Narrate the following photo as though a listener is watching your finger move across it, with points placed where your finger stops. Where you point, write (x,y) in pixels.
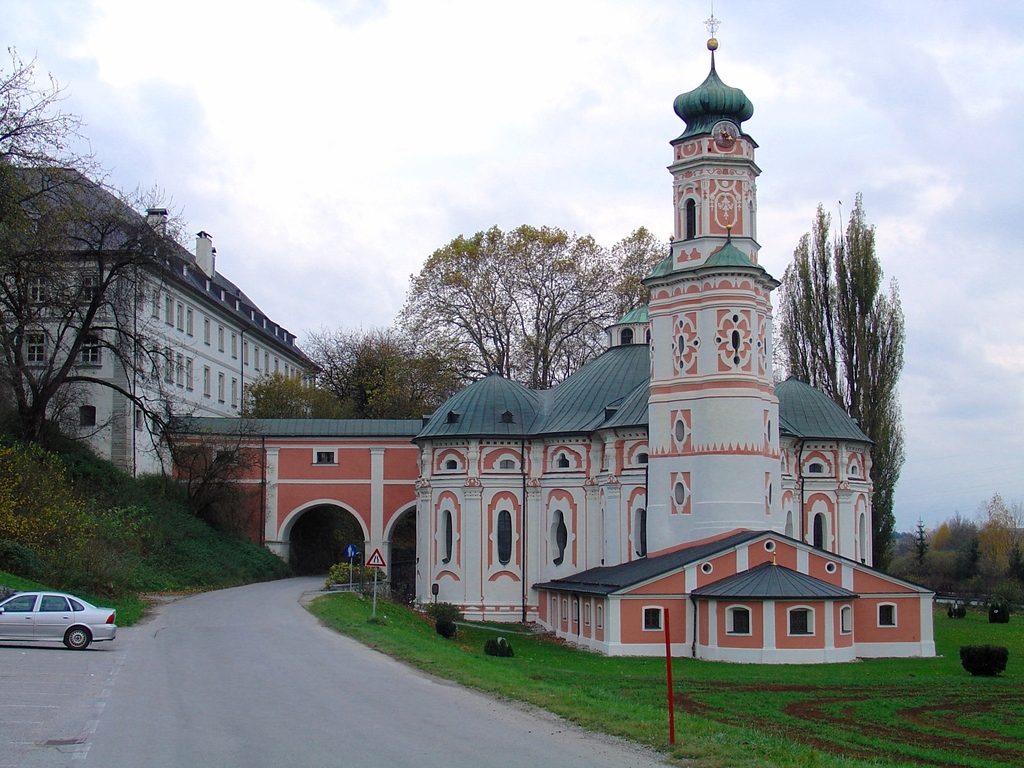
This picture shows buildings (440,469) and we see trees (185,471) and couple of sign boards (352,558) and plants (981,672) and we see grass (510,626) on the ground (612,697) and a car (99,617) parked and we see a blue cloudy Sky (173,47).
